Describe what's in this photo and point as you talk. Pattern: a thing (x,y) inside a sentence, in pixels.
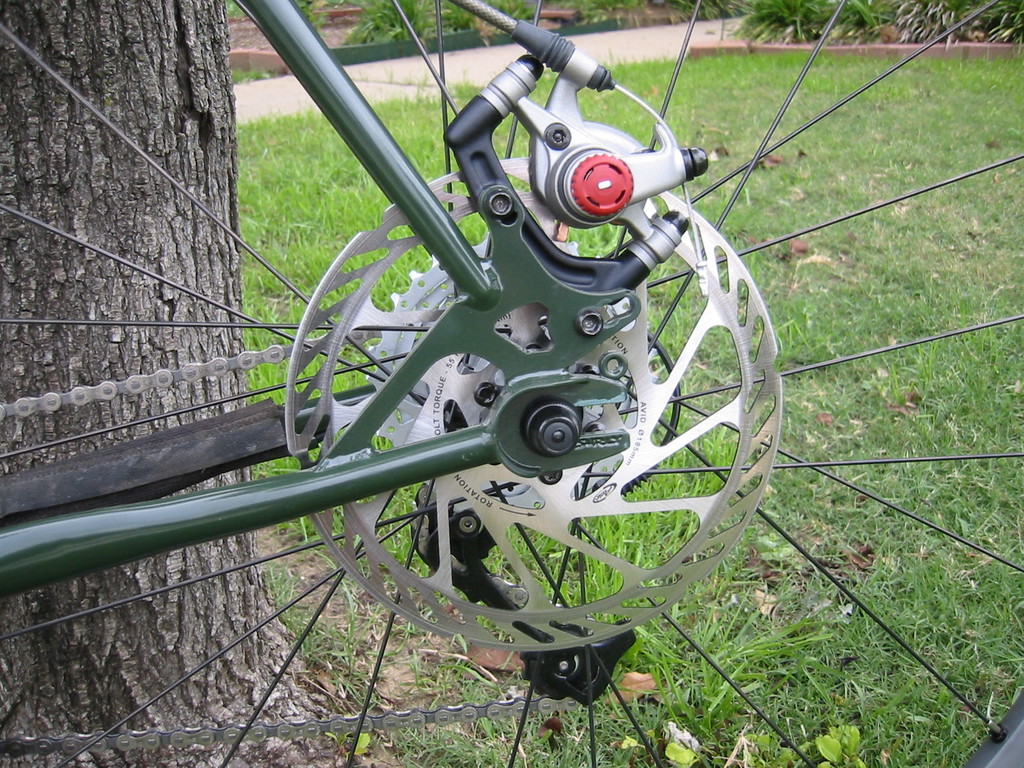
In this image I see the truncated part (20,45) of a wheel (764,148) over here and I see the grass (849,136) and I see the trunk (20,137) over here. In the background (713,7) I see the plants (908,10).
